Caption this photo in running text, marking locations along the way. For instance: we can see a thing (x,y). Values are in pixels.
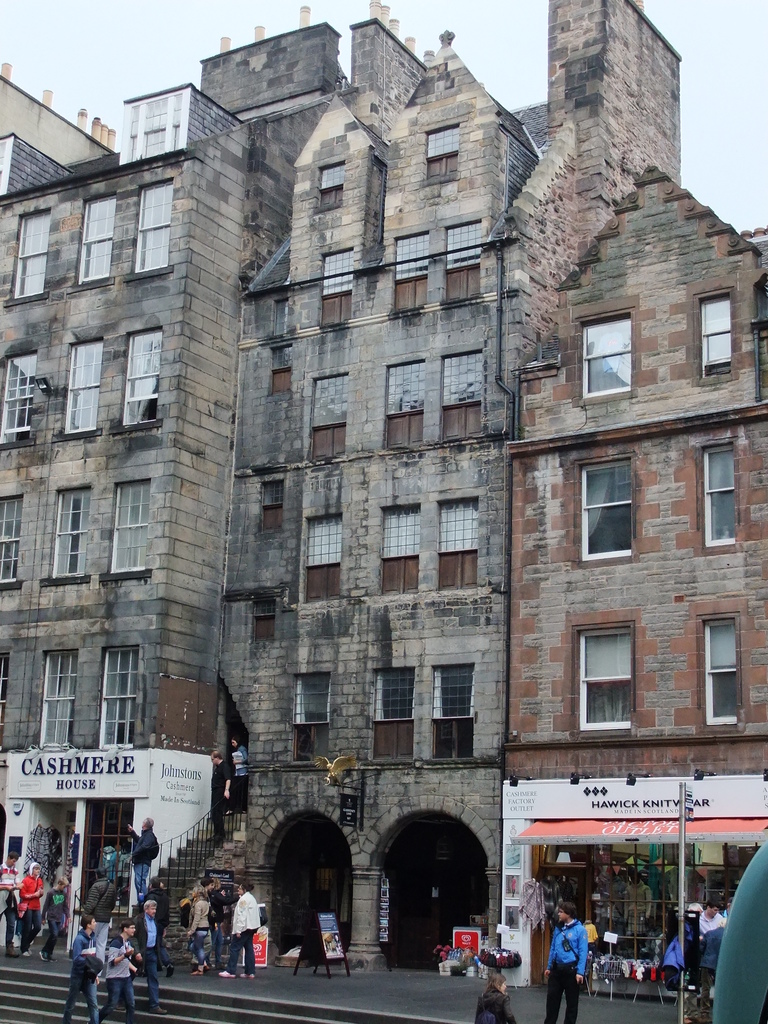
In this picture, we can see a few people (101,908), buildings (430,539) with windows (468,689), stores (80,898), posters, stairs (169,879), and the sky (714,155).
